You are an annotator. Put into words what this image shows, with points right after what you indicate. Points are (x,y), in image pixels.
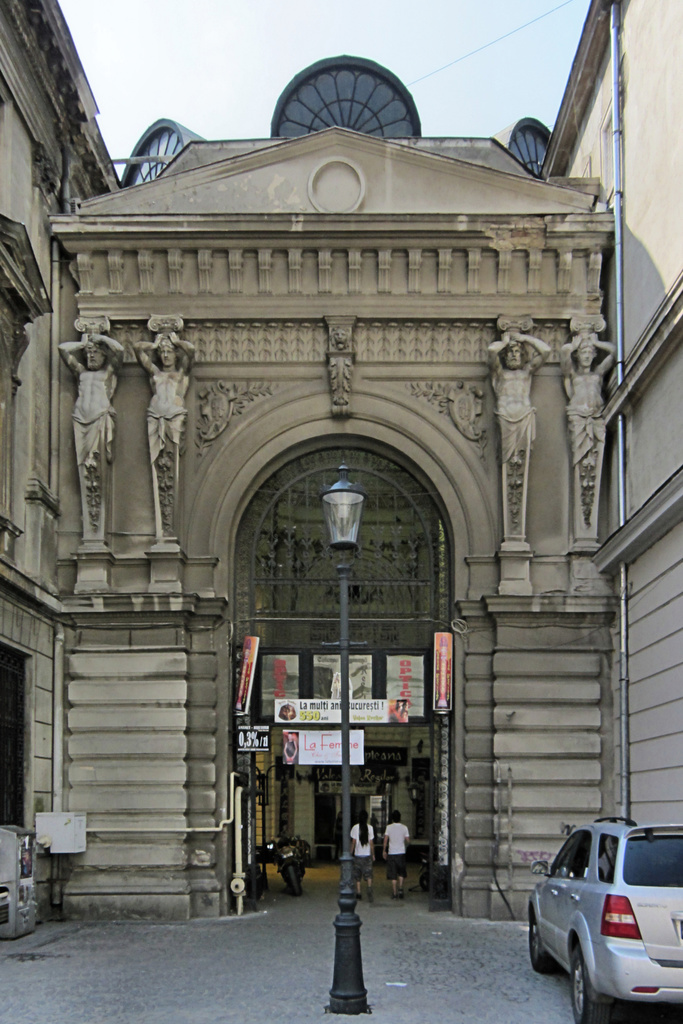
This picture is clicked outside. On the right (617,889) there is a vehicle (603,985) parked on the ground (247,944). In the center (342,515) there is a lamp (334,518) attached to the pole (337,941) and we can see the sculptures (212,409) attached to the wall (446,378) of a building (216,459) and we can see the boards (350,705) on which we can see the text (448,683) and some pictures (370,683) and we can see the two persons (367,875) walking on the ground (391,906). At the top (246,21) there is a sky (549,111) and some other objects (18,885).
